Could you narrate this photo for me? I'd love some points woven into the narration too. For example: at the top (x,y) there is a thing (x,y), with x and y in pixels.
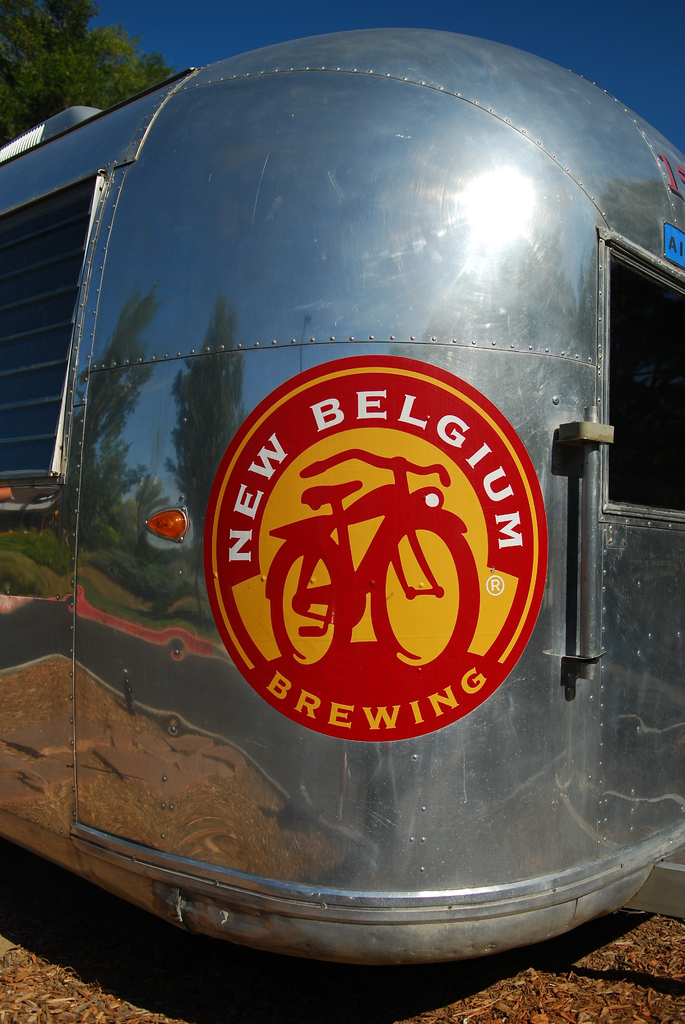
In this image in the front (182,528) there is an object (162,446) which is silver in colour and on the object (300,476) there is some text (264,477) written on it. In the background (92,50) there is a tree (92,50).
